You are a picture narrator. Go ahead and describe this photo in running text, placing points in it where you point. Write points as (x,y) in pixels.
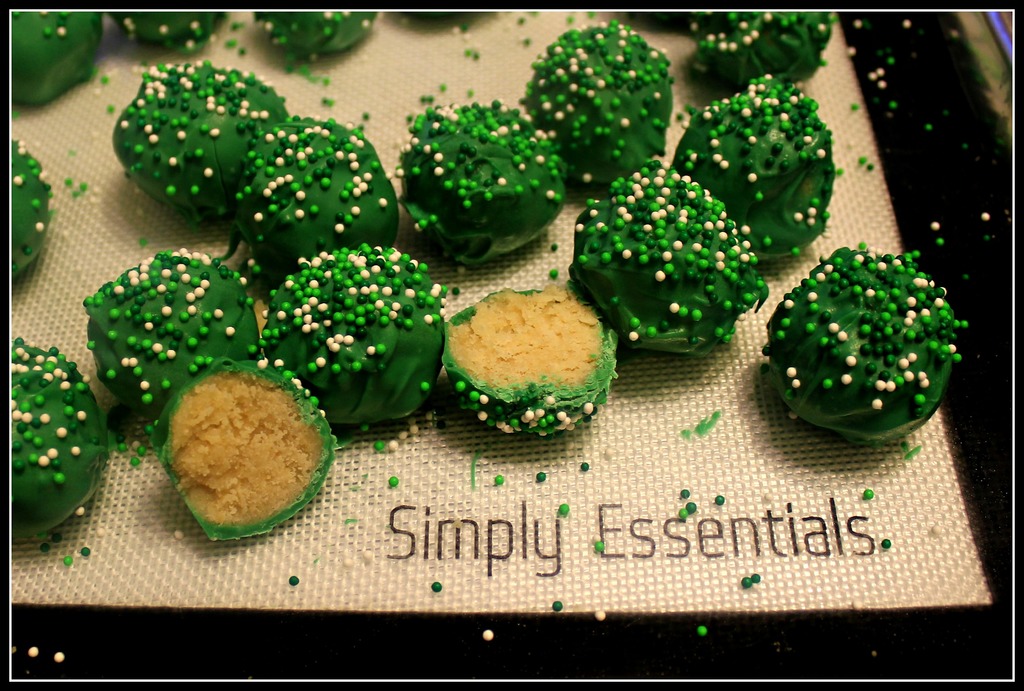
In this picture we can see food (475,232), and we can find some text (563,551) at the bottom of the image (543,514).
